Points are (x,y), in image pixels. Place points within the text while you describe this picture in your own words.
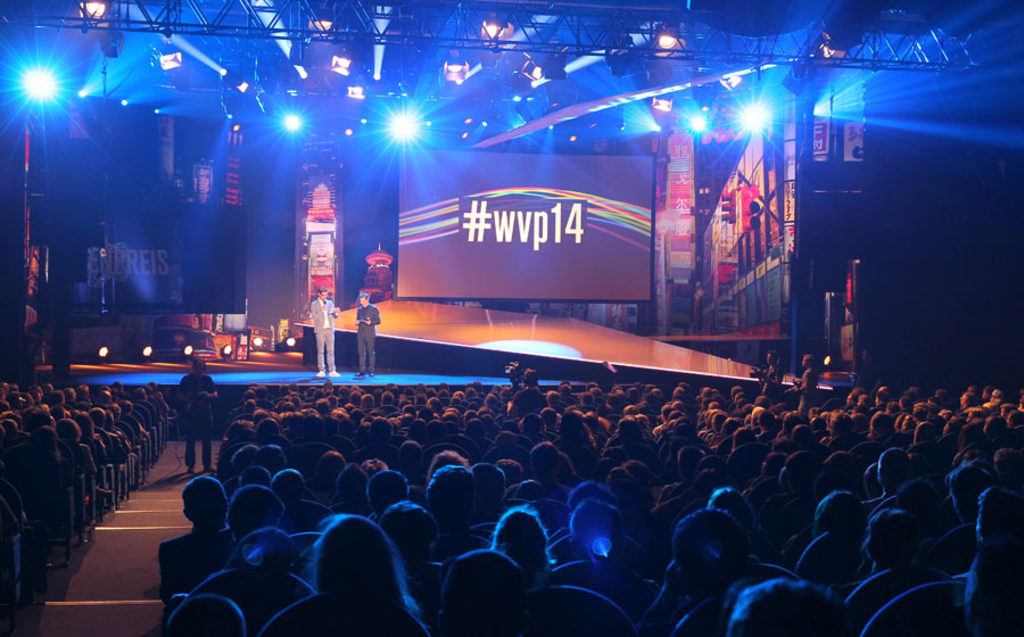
This picture shows bunch of people (84,413) seated on the chairs (141,421) and we see a man (526,393) Standing and holding a camera (515,381) and recording and see another man (203,376) standing on the side and we see couple of men (369,370) Standing on the Dais (351,377) and we see screen (494,236) on the back (425,288) and we see couple of them (805,396) holding cameras (767,373) on the side and standing.
